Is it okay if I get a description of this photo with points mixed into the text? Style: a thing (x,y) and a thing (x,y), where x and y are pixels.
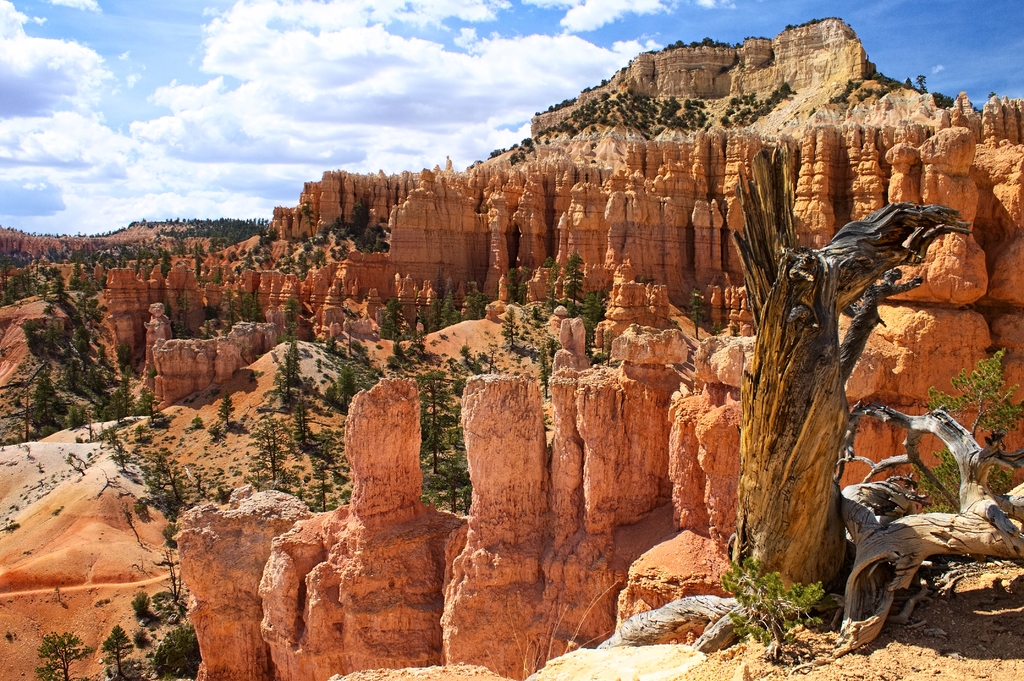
This image consists of grass (152,607), plants (163,641), trees (47,644), tree trunks (987,455), mountains (631,550), pillars (411,431), sand (492,337) and the sky (255,1). This image is taken may be during a sunny day.
